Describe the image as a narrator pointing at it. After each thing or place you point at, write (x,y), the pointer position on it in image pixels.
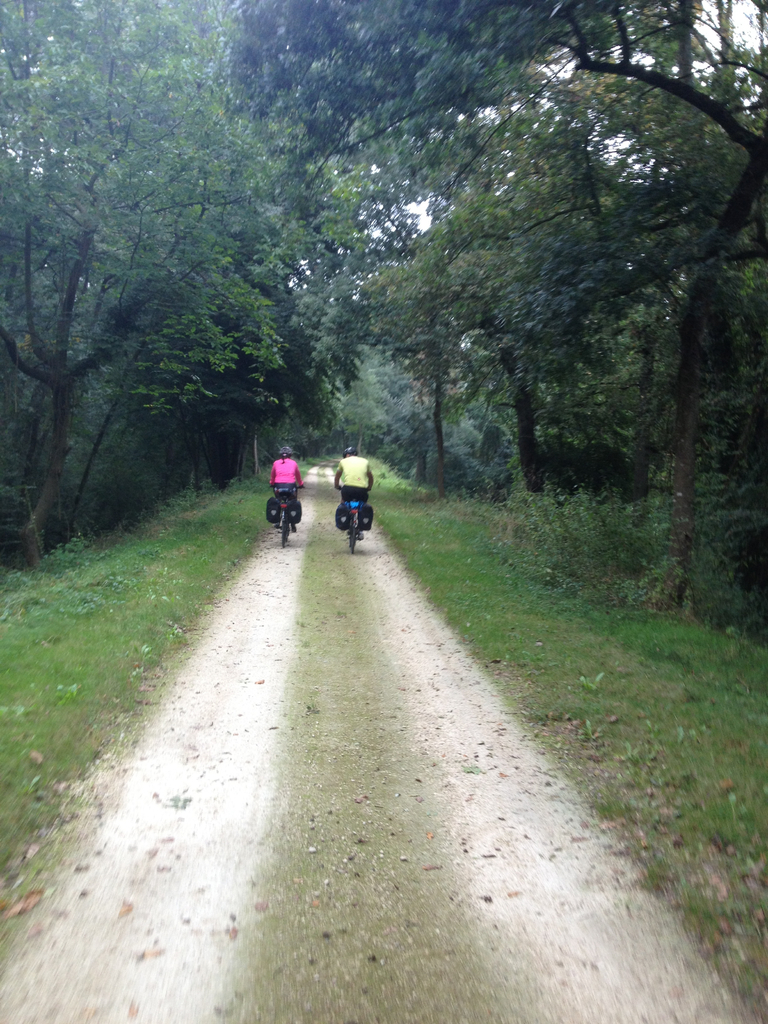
In this picture there are two people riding bicycles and there are trees (487,44). At the top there is sky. At the bottom (542,806) there is grass (9,812) and there is ground (150,806).
